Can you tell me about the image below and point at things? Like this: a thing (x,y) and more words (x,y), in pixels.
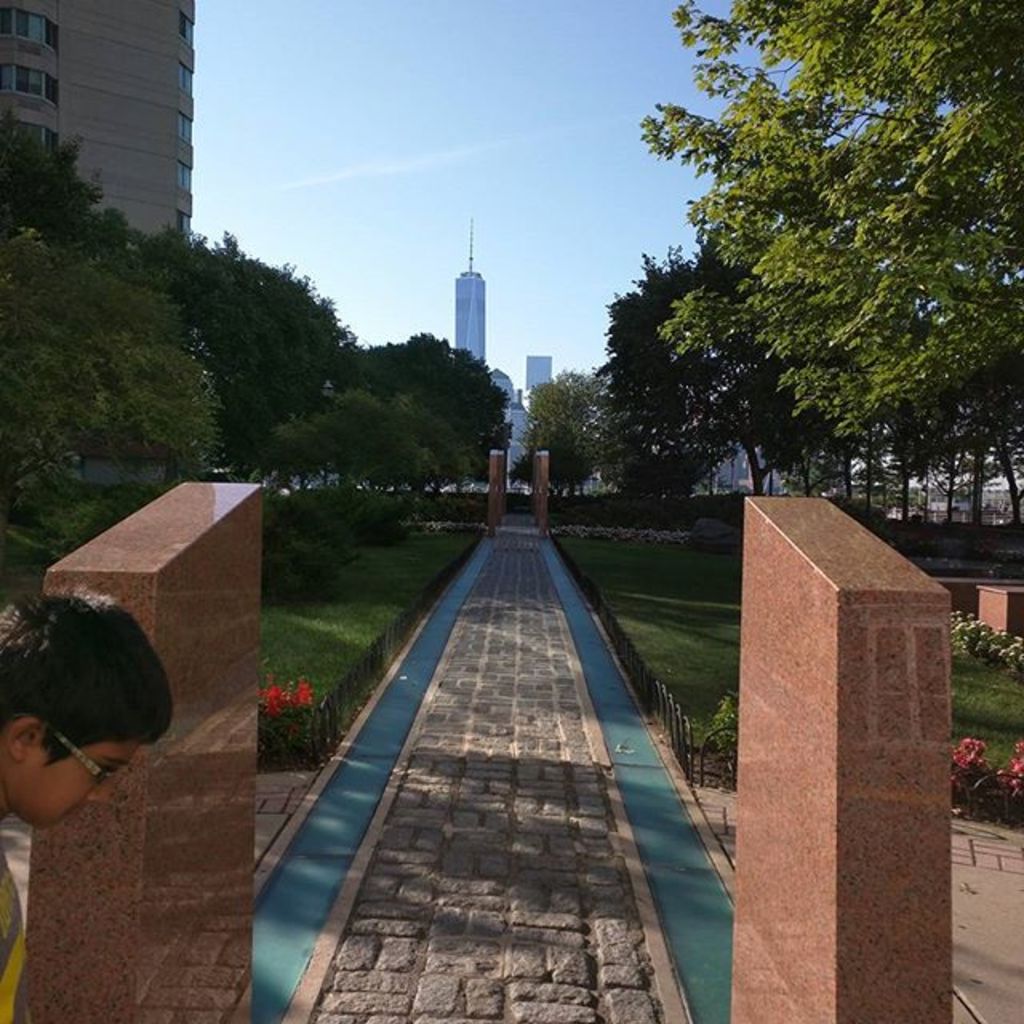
In this image we can see concrete walkway (551,829), beside that we can see water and pillars (900,813), we can see one boy (78,703), beside that we can see grass (635,562), flower plants (297,726), plants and trees (633,386). And we can see the buildings (117,71) in the background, at the top (521,137) we can see the sky (535,144) with clouds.
